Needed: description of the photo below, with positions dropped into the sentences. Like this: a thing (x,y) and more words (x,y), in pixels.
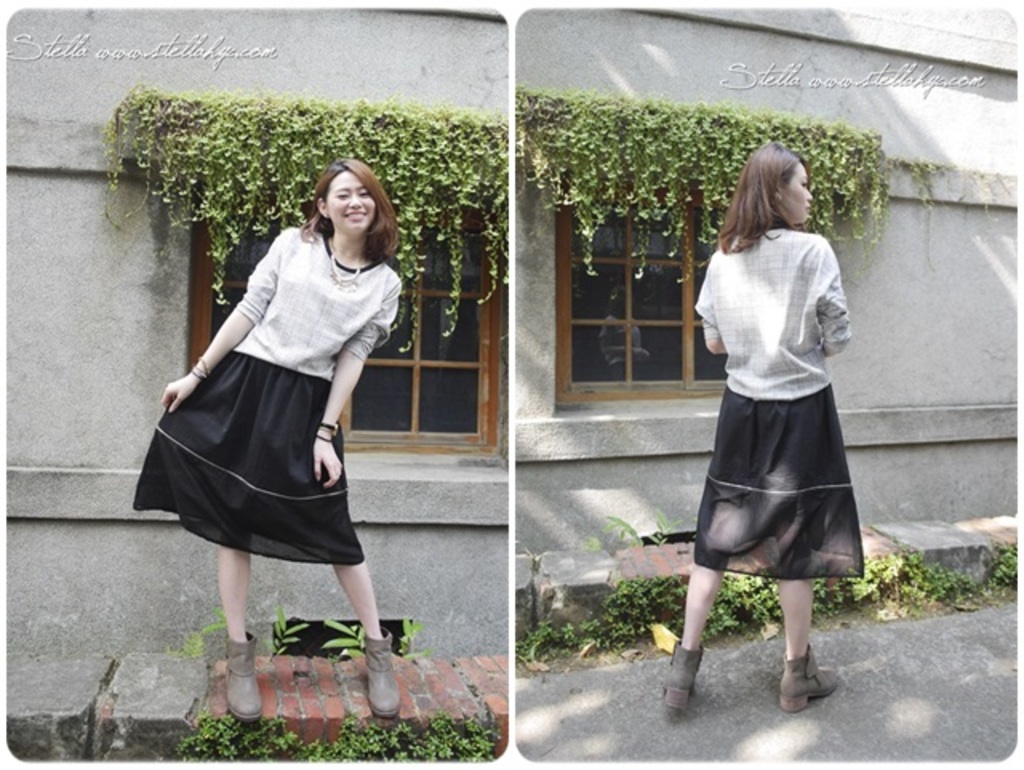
In this image we can see a collage pictures, in those pictures there is a lady (719,317), windows (557,253), plants (562,200), walls (527,533), rocks (559,606), also we can see some texts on both the pictures.
